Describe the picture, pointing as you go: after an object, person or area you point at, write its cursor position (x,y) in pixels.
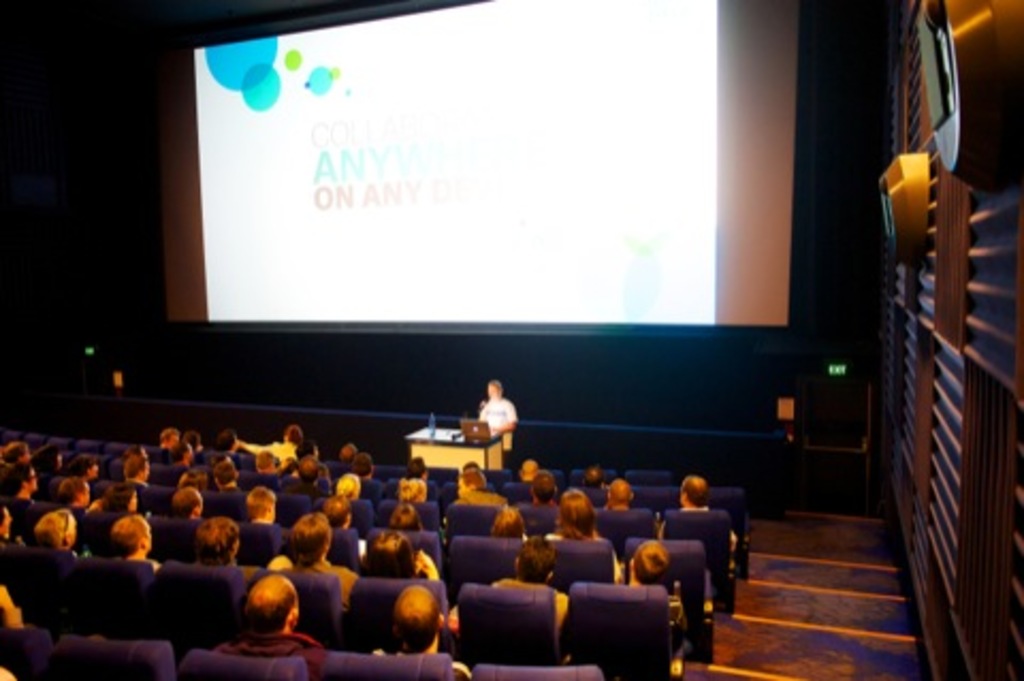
There are group of people (530,552) sitting on the chairs (609,573). Here we can see a person (489,421) standing on the floor (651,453). There is a table (451,463). On the table (451,463) we can see a laptop (469,432) and a bottle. In the background (219,302) we can see a screen (602,254).
